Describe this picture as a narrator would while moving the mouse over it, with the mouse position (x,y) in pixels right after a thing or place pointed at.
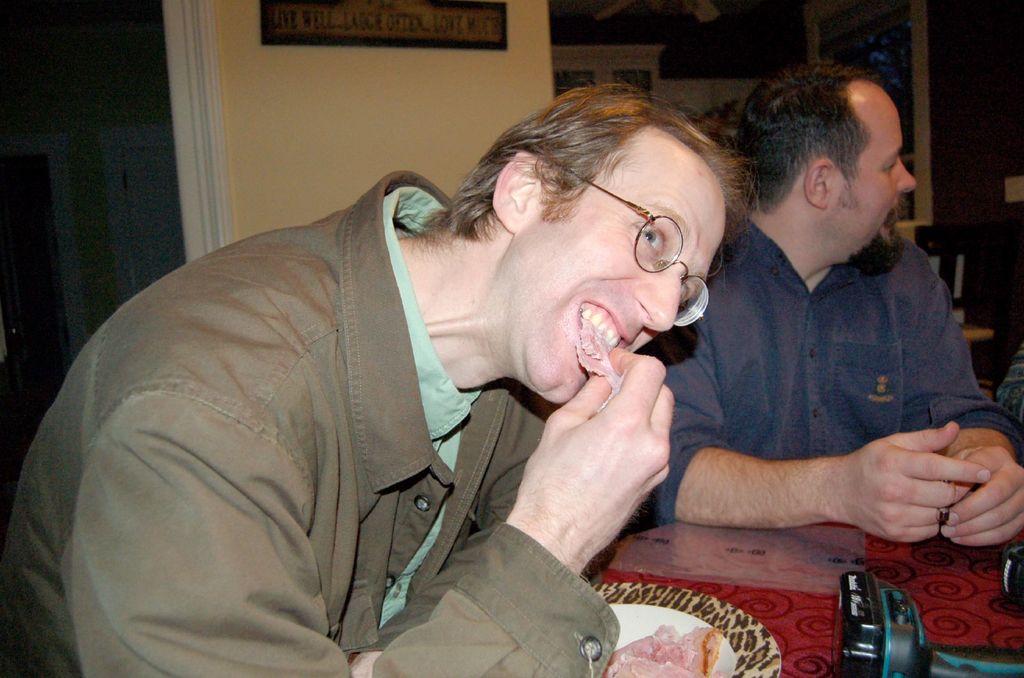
In this image we can see two men (321,366) are sitting. One man (316,320) is wearing a green color shirt (439,424) and the other one (802,384) is wearing dark blue color shirt (793,389). In front of them, there is a table (808,633). On the table (808,629), we can see food item (642,661) in one plate (656,614) and one black color object (874,640). There is a board (473,42) on the yellow color wall (370,102) in the background (417,42) and there one window (871,71).
